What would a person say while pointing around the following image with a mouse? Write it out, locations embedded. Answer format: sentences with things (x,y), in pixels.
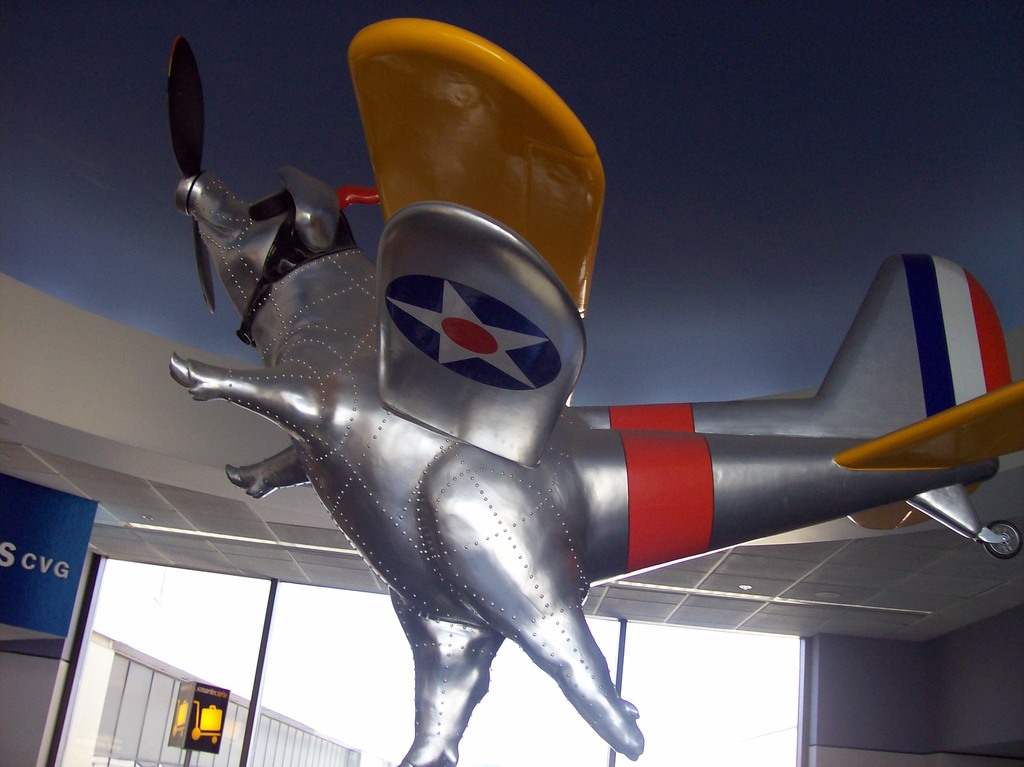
In the image we can see a sculpture (554,487) of a flying plane (647,483) and an animal (545,513) attached to it. This is a glass window (693,677), board (44,517) and a text (60,567).
